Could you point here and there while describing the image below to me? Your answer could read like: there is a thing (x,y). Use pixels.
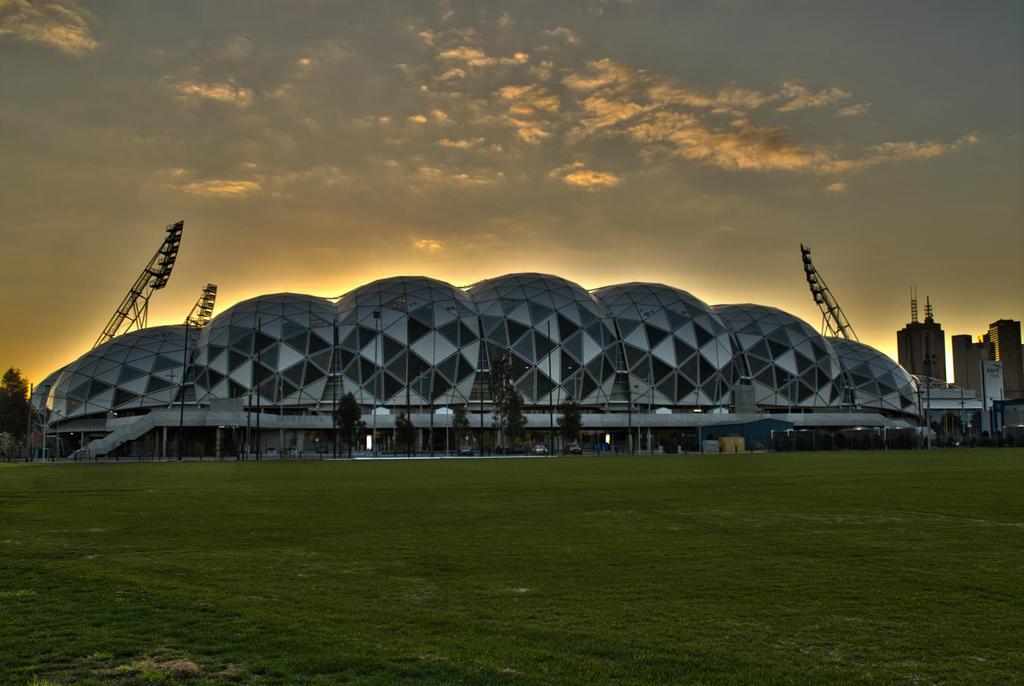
In this image I can see some trees (952,421) and building (781,349) beside the grass ground (484,521).
